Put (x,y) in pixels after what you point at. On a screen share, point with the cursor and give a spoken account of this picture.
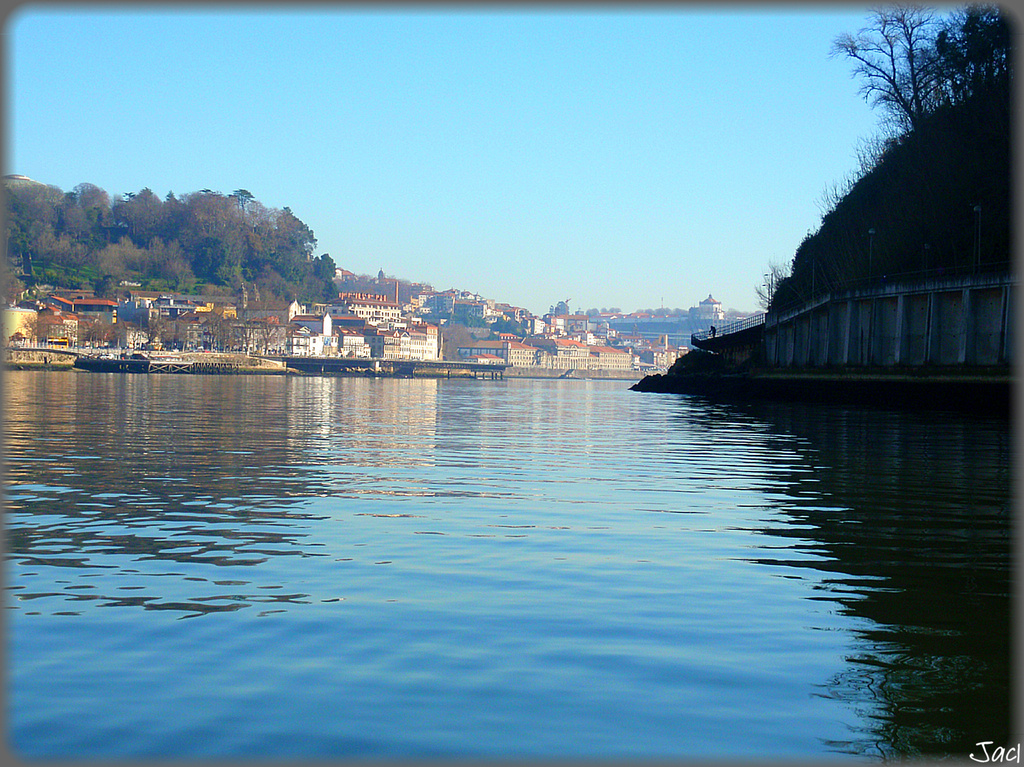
In this image at the bottom (261,578) there is a river (448,635), and in the background (101,352) there are some ships (102,367), buildings (591,328), trees (506,326), towers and some boards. And on the right side of the image (843,283) there is a bridge (818,323), trees (867,268), poles (771,304) and railing (746,324). At the top (496,117) there is sky (427,163).
